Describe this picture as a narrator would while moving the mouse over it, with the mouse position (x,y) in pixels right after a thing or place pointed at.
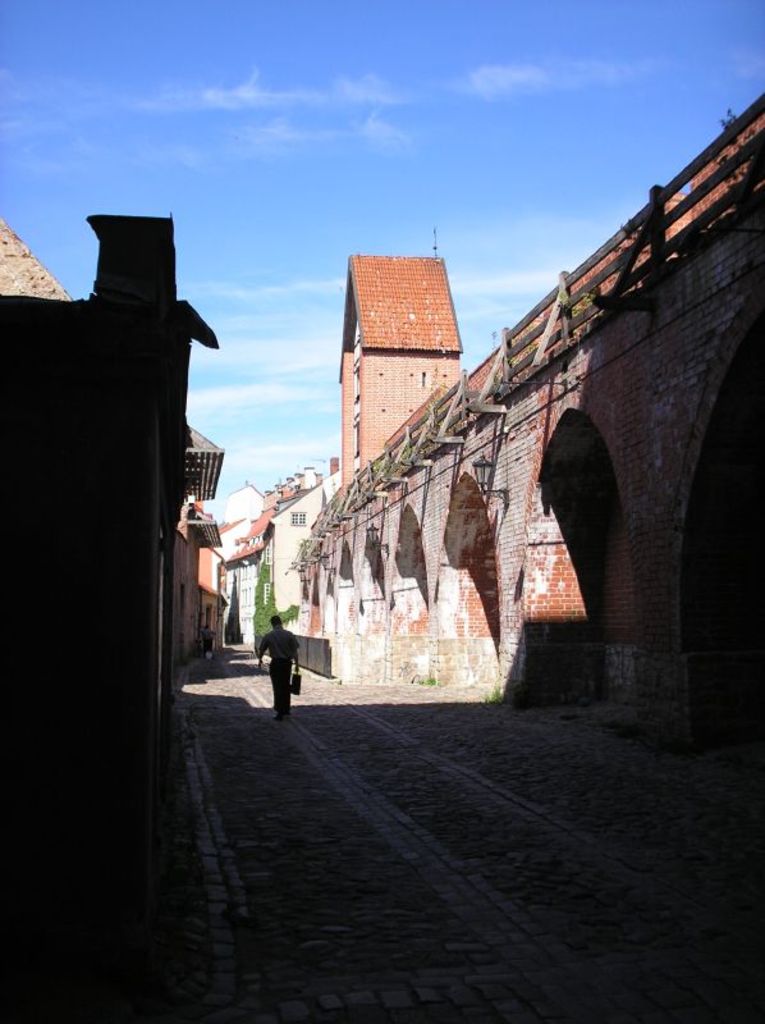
In this picture I can see a person (281,660) is walking in the middle (285,672), there are buildings (7,602) on either side of this image. At the top (267,238) there is the sky (327,468), in the background (285,618) I can see the plants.
